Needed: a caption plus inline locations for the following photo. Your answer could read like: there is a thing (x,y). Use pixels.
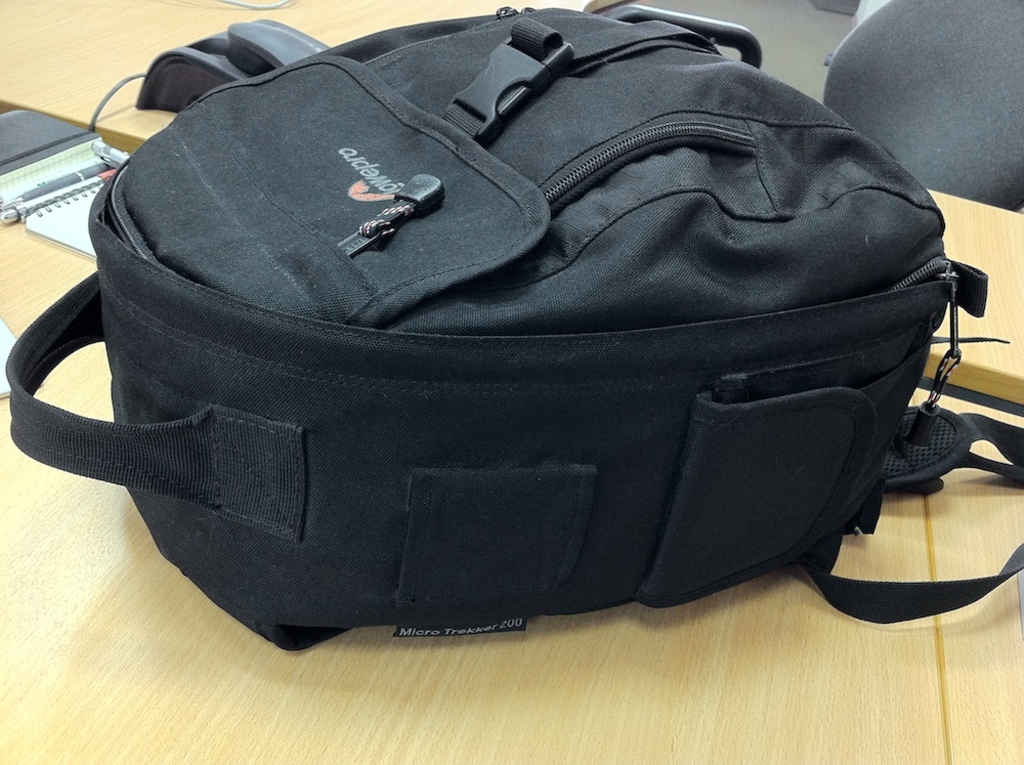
In this picture we can see a bag (264,110) which is kept on this wooden table (690,707).
